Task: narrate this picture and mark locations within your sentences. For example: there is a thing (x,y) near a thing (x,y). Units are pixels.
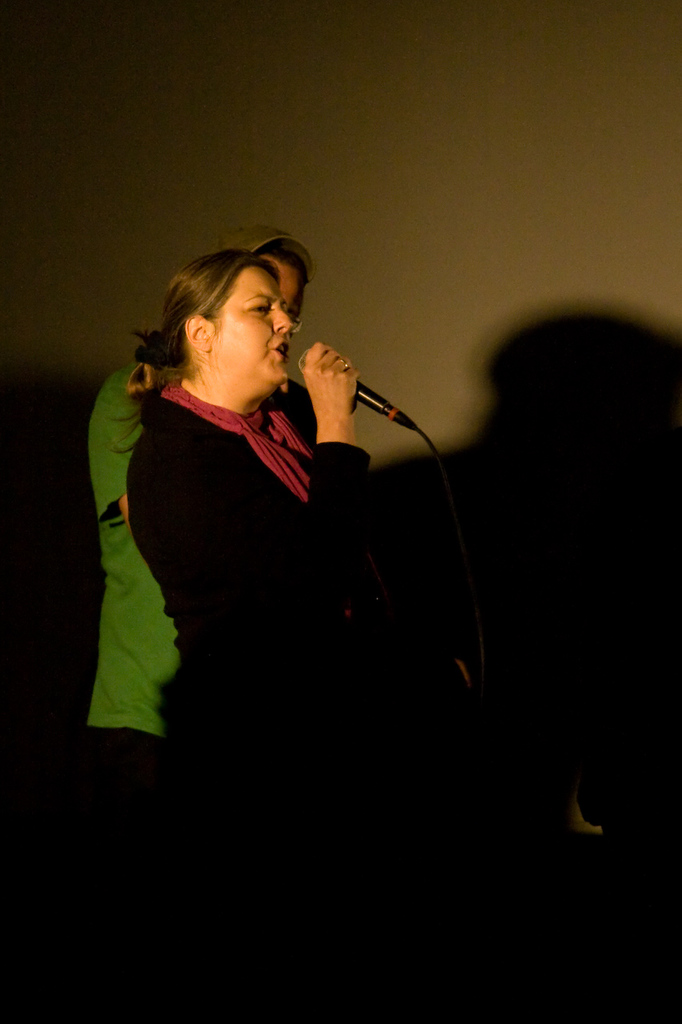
The woman (210,603) in front of the picture wearing a black T-shirt (299,615) and pink scarf (191,402) is holding a microphone (362,395) in her hand (349,372). She is singing the song on the microphone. Beside her, we see a man (104,480) in green T-shirt (119,590) is standing. In the background (494,114), we see a wall (417,263). At the bottom of the picture (250,860), it is black in color. This picture is clicked in the dark.
